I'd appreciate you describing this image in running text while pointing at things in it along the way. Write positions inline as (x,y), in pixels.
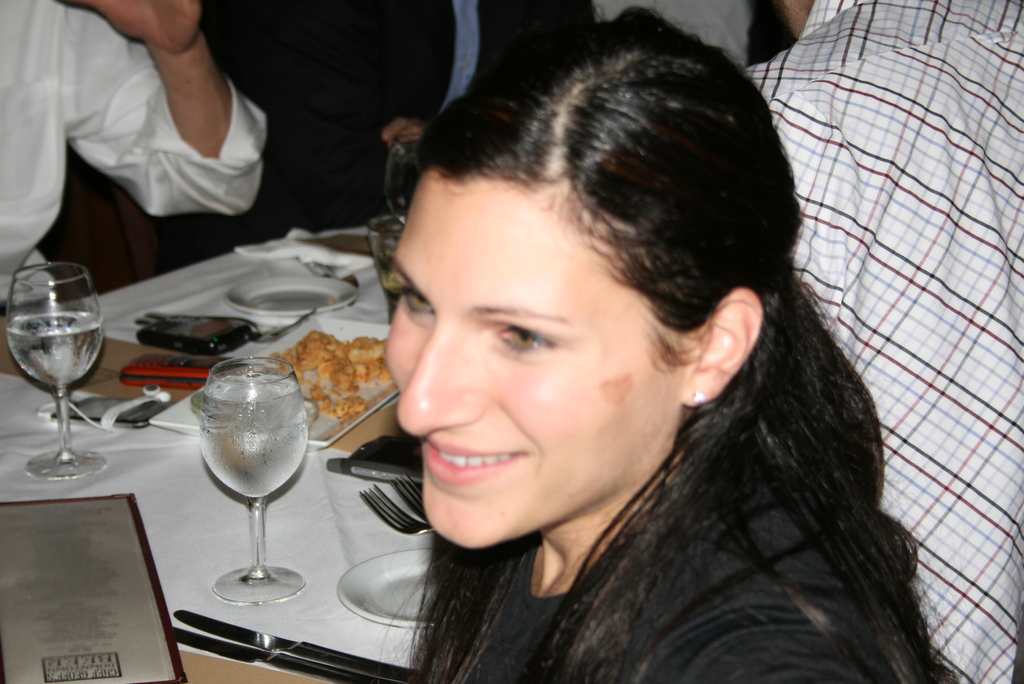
In the image there is a woman (551,607) in black dress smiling sitting in front of table (118,363) with wine glasses (73,367), food (329,412), plates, fork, book (7,577) and cloth (322,593) on it with few persons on either side of the table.
